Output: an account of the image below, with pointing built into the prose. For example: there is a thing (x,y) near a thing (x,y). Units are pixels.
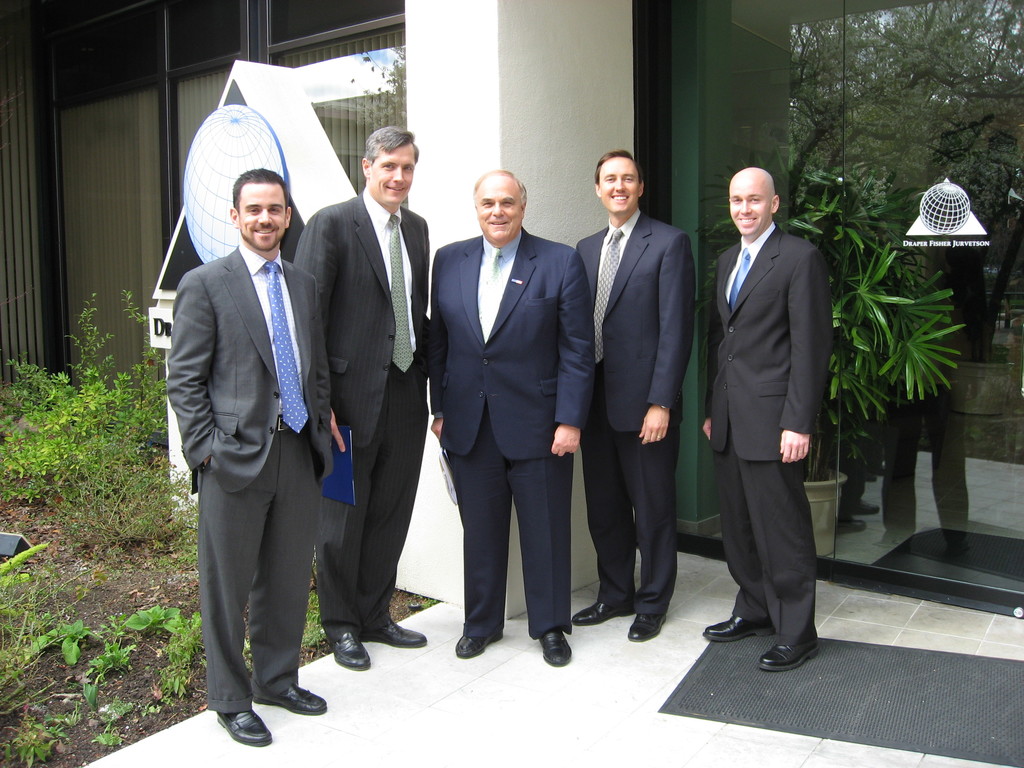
In this image there are group of people (269,327) in formal costume (513,320) standing together in front of a building (188,101) behind them there is a glass wall (901,511), plants (173,549) on the ground (143,542).
